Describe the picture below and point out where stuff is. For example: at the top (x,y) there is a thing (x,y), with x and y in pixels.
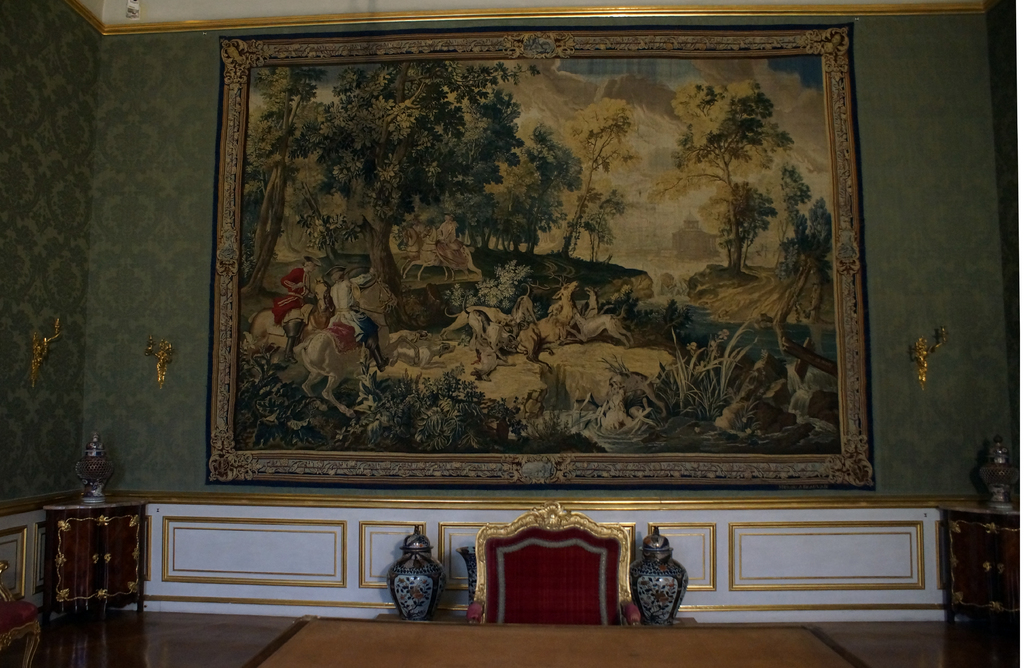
In the image there is a painting (538,164) on the wall (599,519) with a chair (588,593) and table (428,621) in front of it with jars (409,573) on either sides of the chair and a tables (95,572) on either side of the room (908,573).
